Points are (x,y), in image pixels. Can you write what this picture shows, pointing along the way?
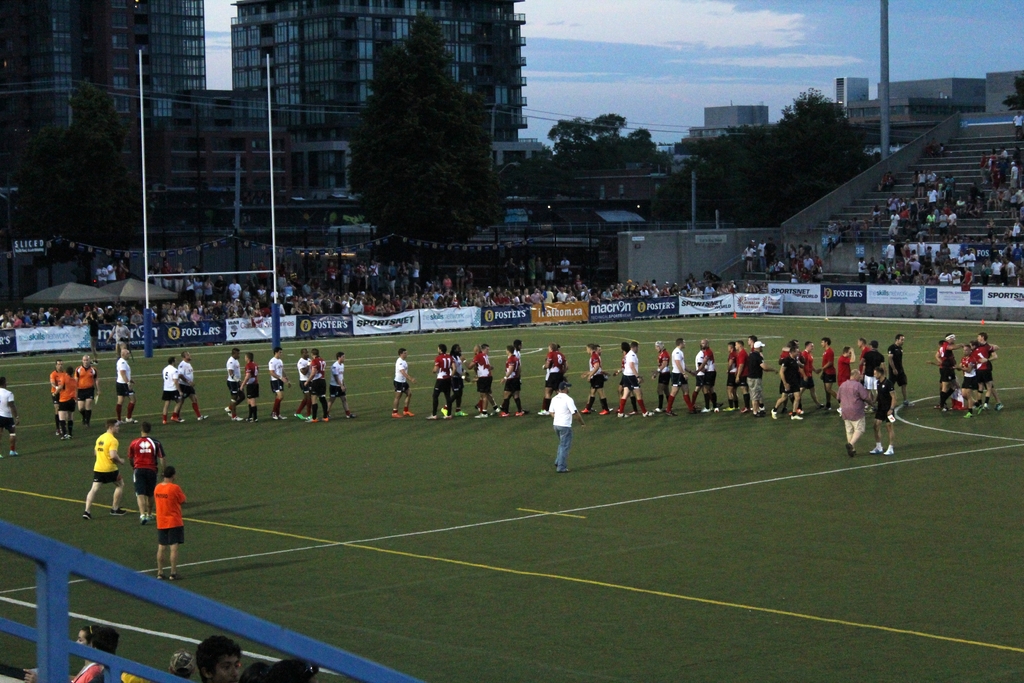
On the background of the picture (623,180) we can see buildings (218,157) and trees (376,200). At the top (701,61) we can see a clear blue sky (759,53) with clouds (723,18). These are the steps (970,216) where audience (930,232) can be seated. This is a playing ground (389,382), here all the players (454,378) are standing. this is a hoarding (573,320). These are also audience (899,253). This is a ground (621,336).
